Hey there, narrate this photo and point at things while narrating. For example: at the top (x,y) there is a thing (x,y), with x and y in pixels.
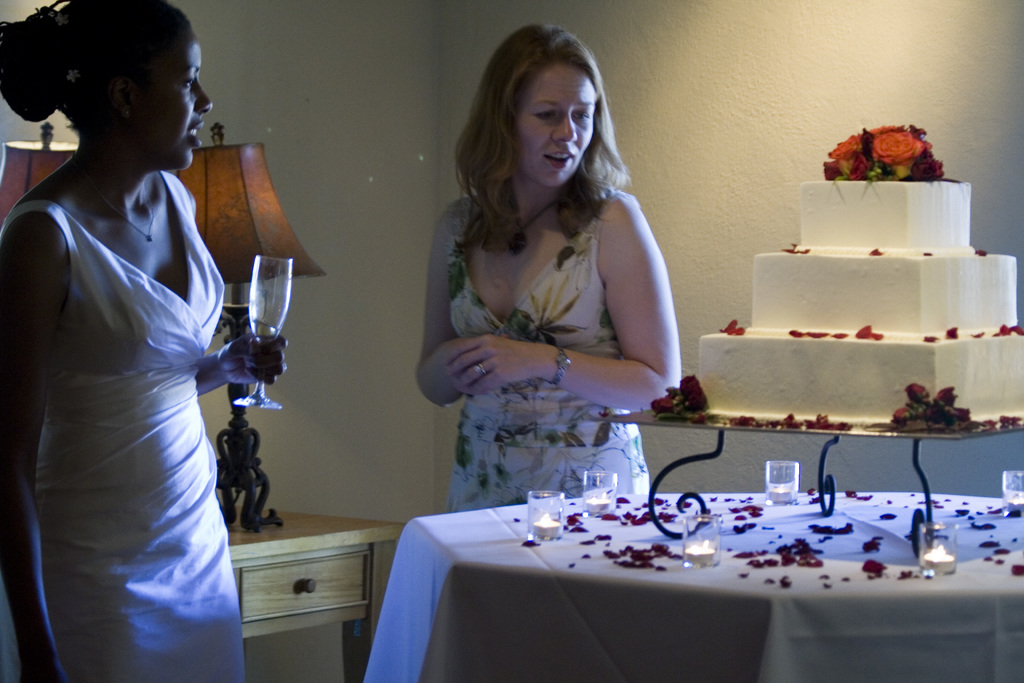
On the left side (129,472), there is a woman (129,472) in a white color dress (207,438) holding a glass (290,280) and smiling. On the right side (927,566), there are glasses (555,535), flower petals (991,525) and a stand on which there is a cake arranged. In the background (254,192), there are two lights (220,191) arranged on a table (386,534) and there is a wall (362,468).
